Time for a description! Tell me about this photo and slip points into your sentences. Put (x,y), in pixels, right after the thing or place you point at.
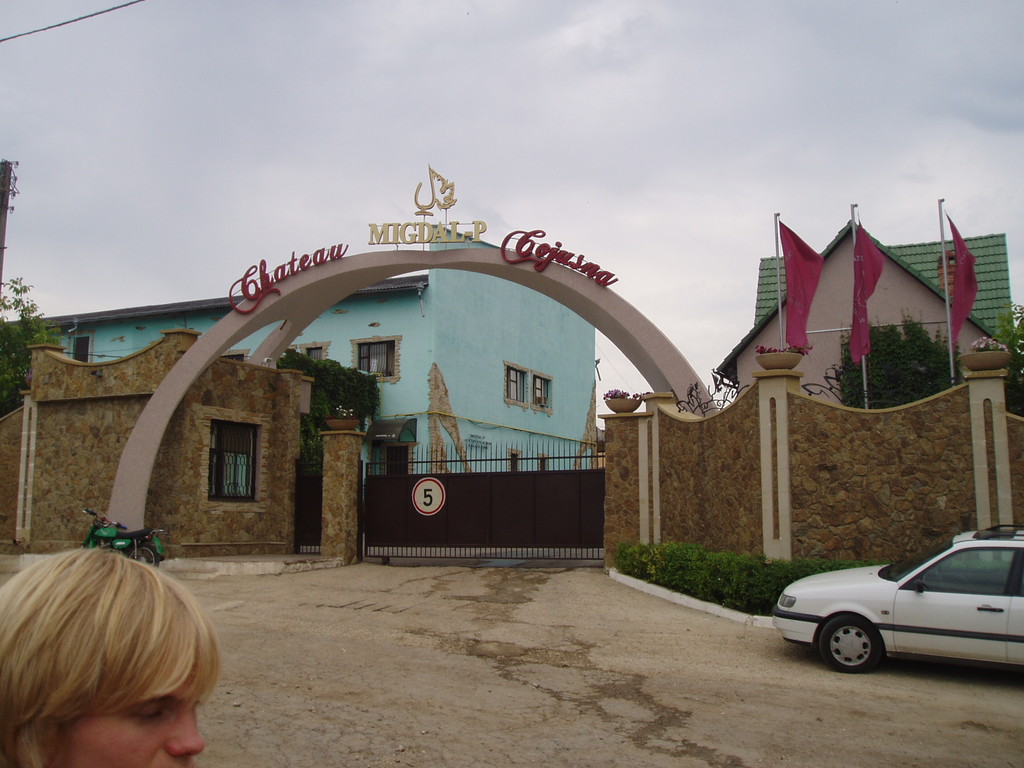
In this picture we can see buildings (891,316), at the left bottom (110,559) there is a person's face (132,748), we can see an arch (149,450) in the middle (374,263), on the right side (1012,380) we can see three flags (798,326), a tree (929,339), a car (1019,612) and some plants (906,378), on the left side (20,346) we can see a tree (28,337) and a bike (125,551), there is a gate (523,520) in the middle (507,505), we can see the sky (553,107) and clouds (561,82) at the top of the picture (520,58).
